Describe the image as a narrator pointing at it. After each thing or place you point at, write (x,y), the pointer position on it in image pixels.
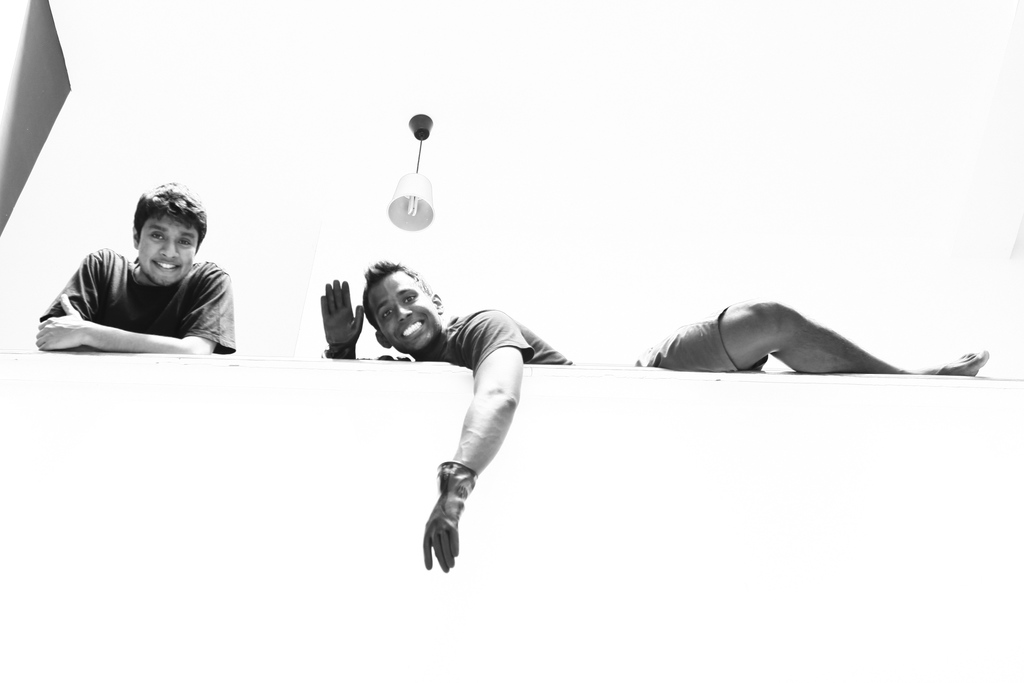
This is a black and white image, in this image there is a person (109,344) standing near a wall (149,374) and another person (329,344) laying on the wall (421,392), at the top (403,188) there is a light (412,176).
